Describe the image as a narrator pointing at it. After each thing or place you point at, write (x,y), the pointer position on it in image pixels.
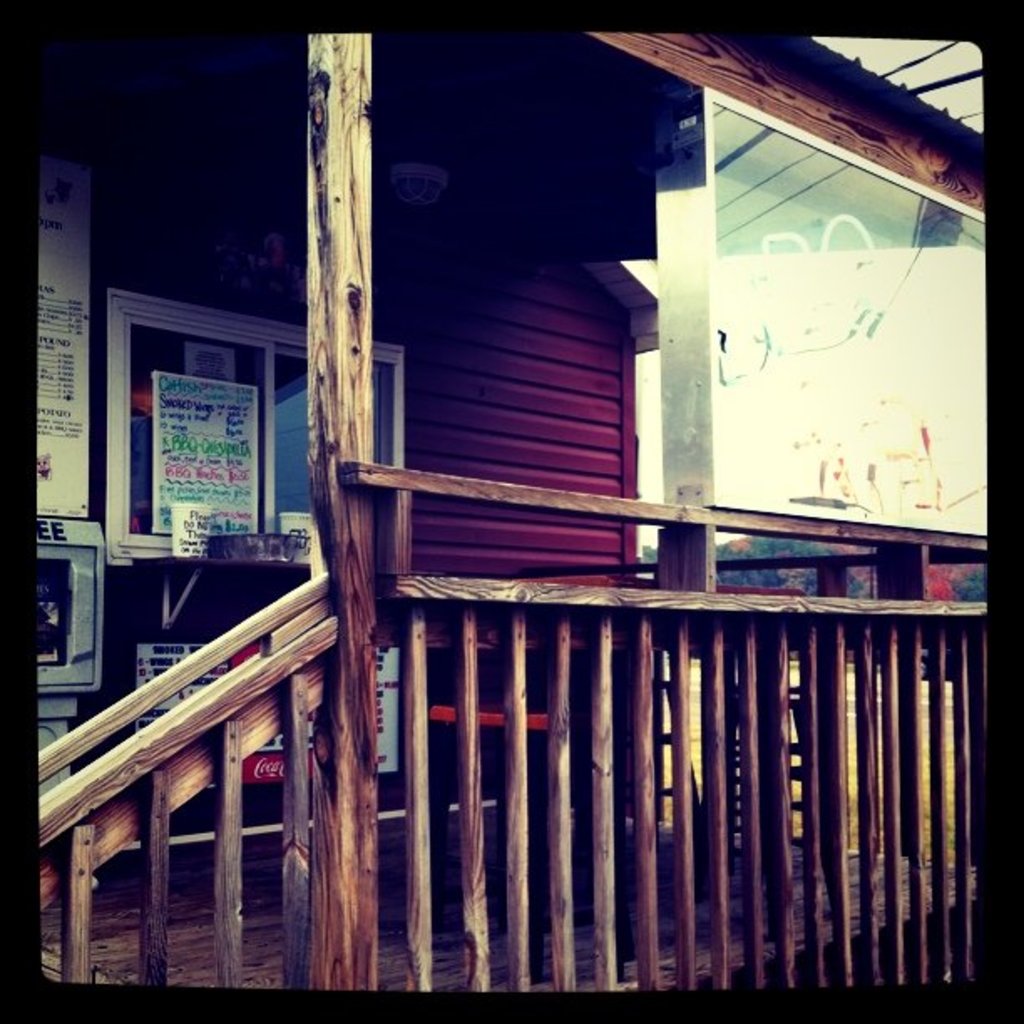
In this image we can see railing (915,906), posts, window (133,431), wall (445,424), screen (819,461), light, and other objects (59,267).
